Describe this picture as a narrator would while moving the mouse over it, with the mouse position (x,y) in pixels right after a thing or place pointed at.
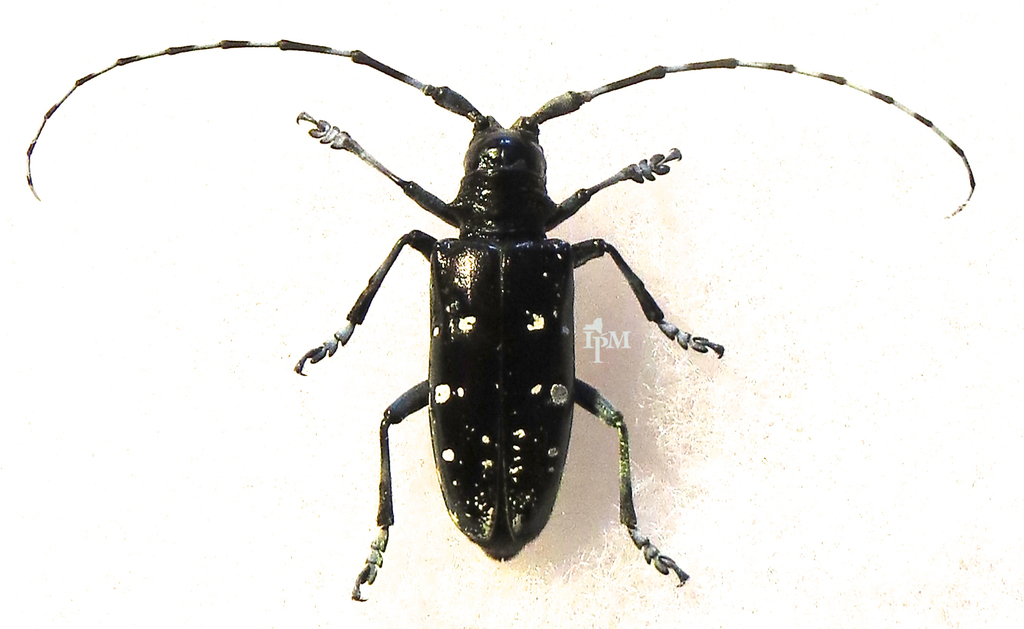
In the center of the image (474,305) we can see an insect (571,310) and some text (626,348).
